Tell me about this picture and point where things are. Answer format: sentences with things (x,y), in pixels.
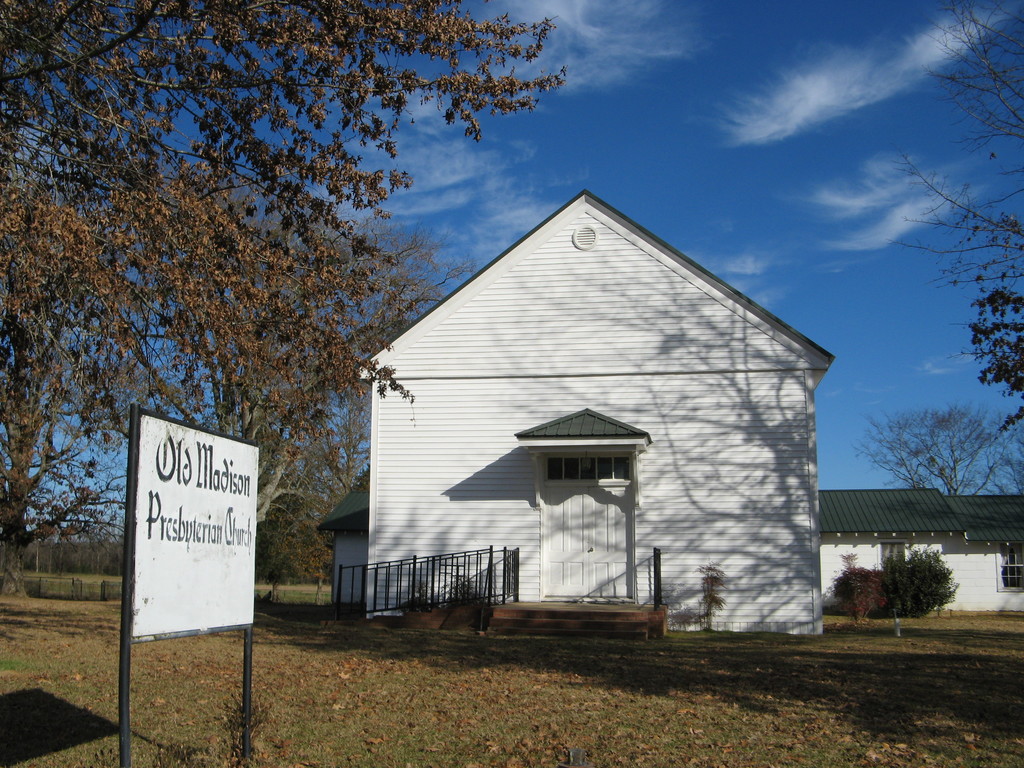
We can see board (240,505) on poles (121,634) and grass (300,686) and we can see trees (234,3). In the background (765,469) we can see houses (517,522), plants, trees (281,509) and sky (776,162) with clouds (865,204).
